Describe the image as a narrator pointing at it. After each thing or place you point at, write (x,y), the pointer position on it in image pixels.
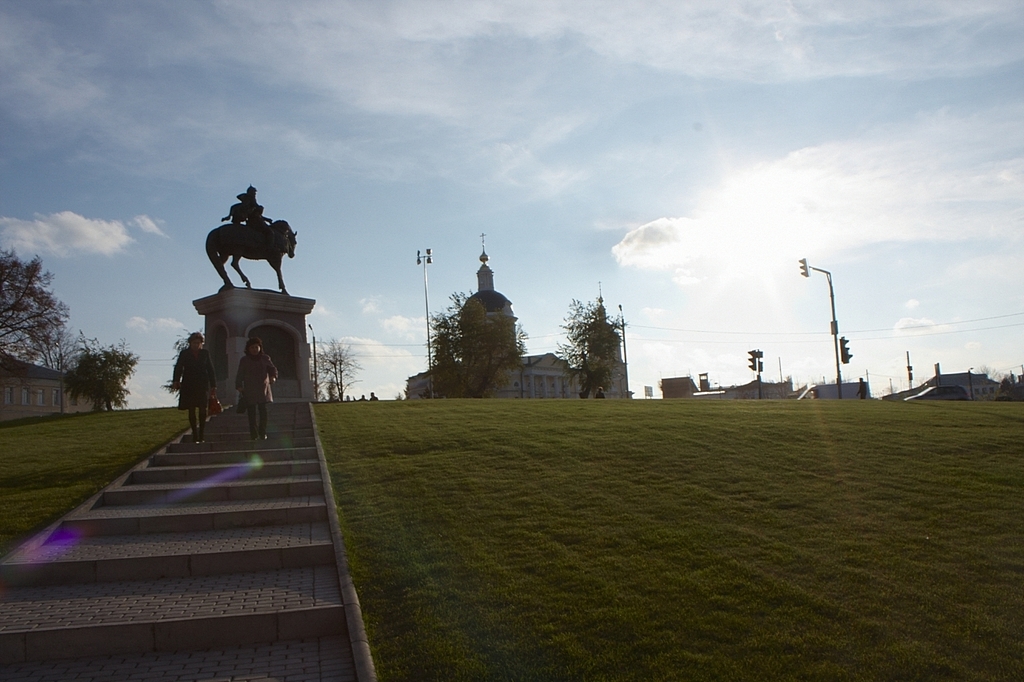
There is a grassy land (615,504) and stairs (184,510) present at the bottom of this image (384,496). We can see two persons (243,379), statue (259,232), trees (341,389), poles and a building (537,368) in the background (551,359) and the sky (578,244) is at the top of this image (611,208).
